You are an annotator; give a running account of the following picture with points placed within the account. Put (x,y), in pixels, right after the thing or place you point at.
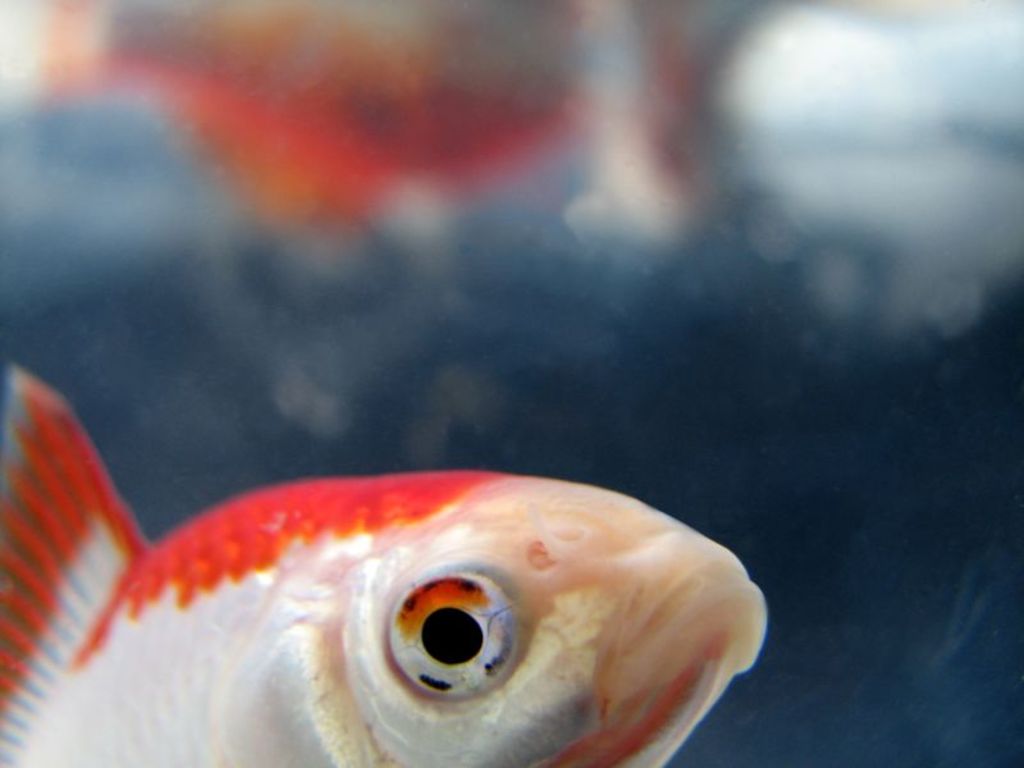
At the bottom (326,564) we can see a fish (533,591). In the background (422,178) it is blurred. In this picture there is water (751,502).
